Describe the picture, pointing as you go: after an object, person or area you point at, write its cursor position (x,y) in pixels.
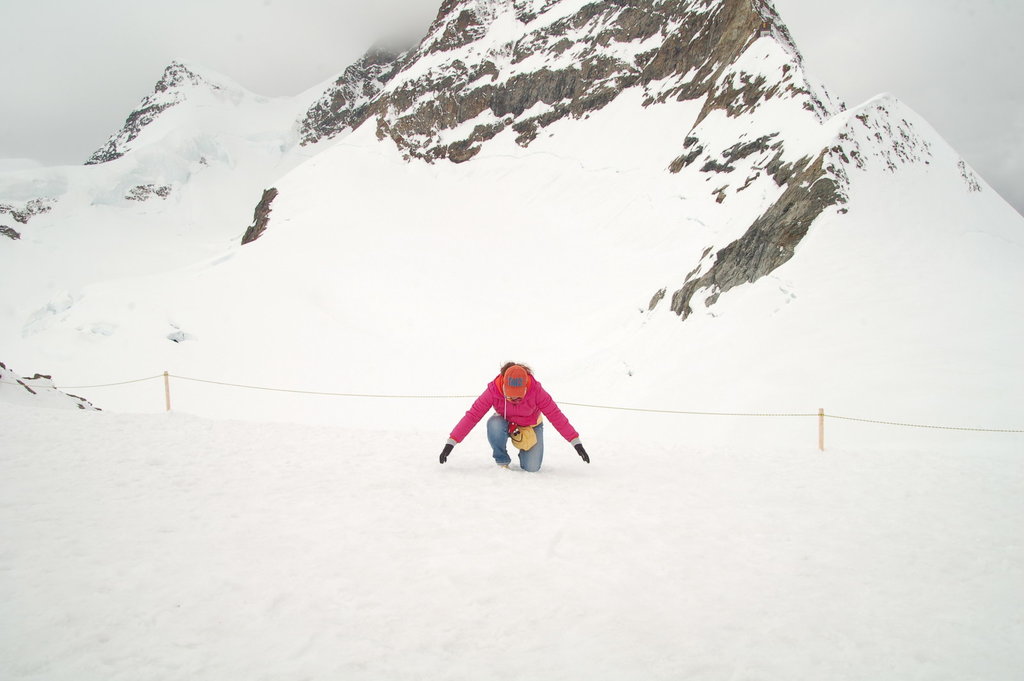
In the foreground of this image (515,458), there is a person (544,408) kneeling down on one knee (522,459) on the snow (539,474). In the background (709,418), there is a railing (804,415), mountain (716,115) and the sky (110,45).
